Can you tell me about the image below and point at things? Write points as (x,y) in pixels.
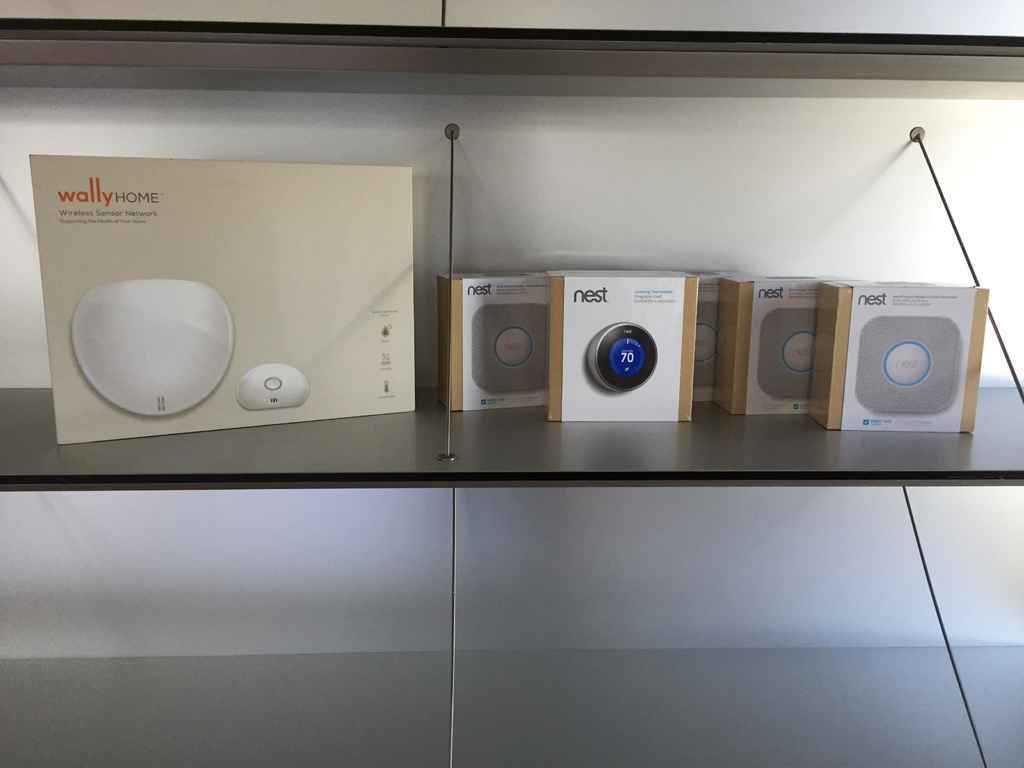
In this picture I can see few boxes (666,323) on the shelf (671,462) and I can see a wall (682,174) in the background (1003,240).
